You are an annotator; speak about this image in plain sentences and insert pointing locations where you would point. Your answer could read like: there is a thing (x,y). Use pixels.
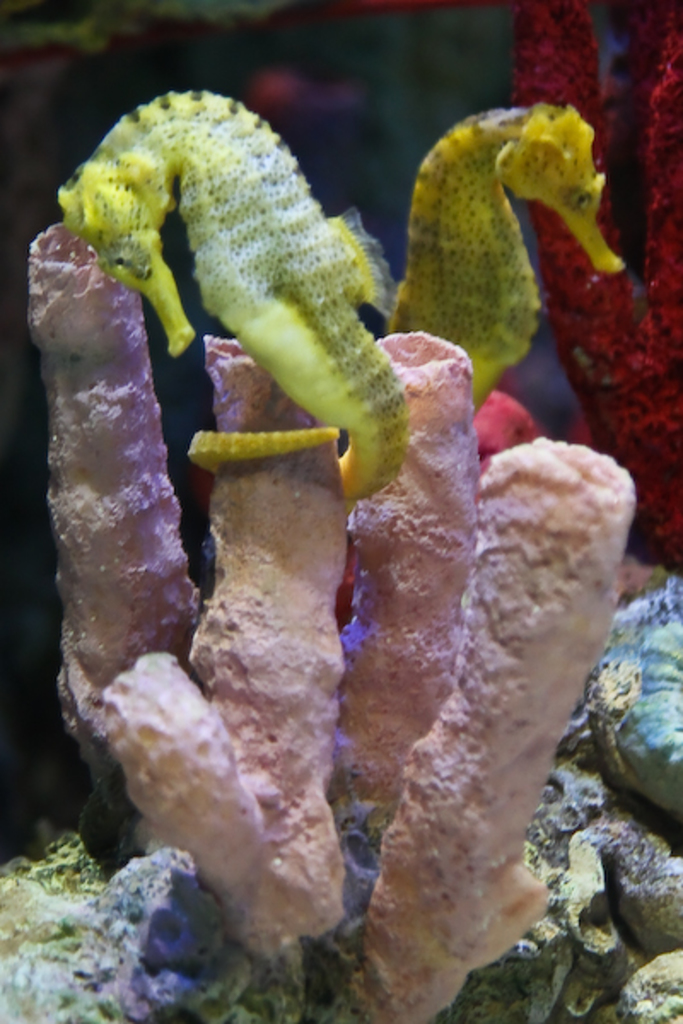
In this image we can see the underwater environment (517,1009) with the water animals (257,212).
